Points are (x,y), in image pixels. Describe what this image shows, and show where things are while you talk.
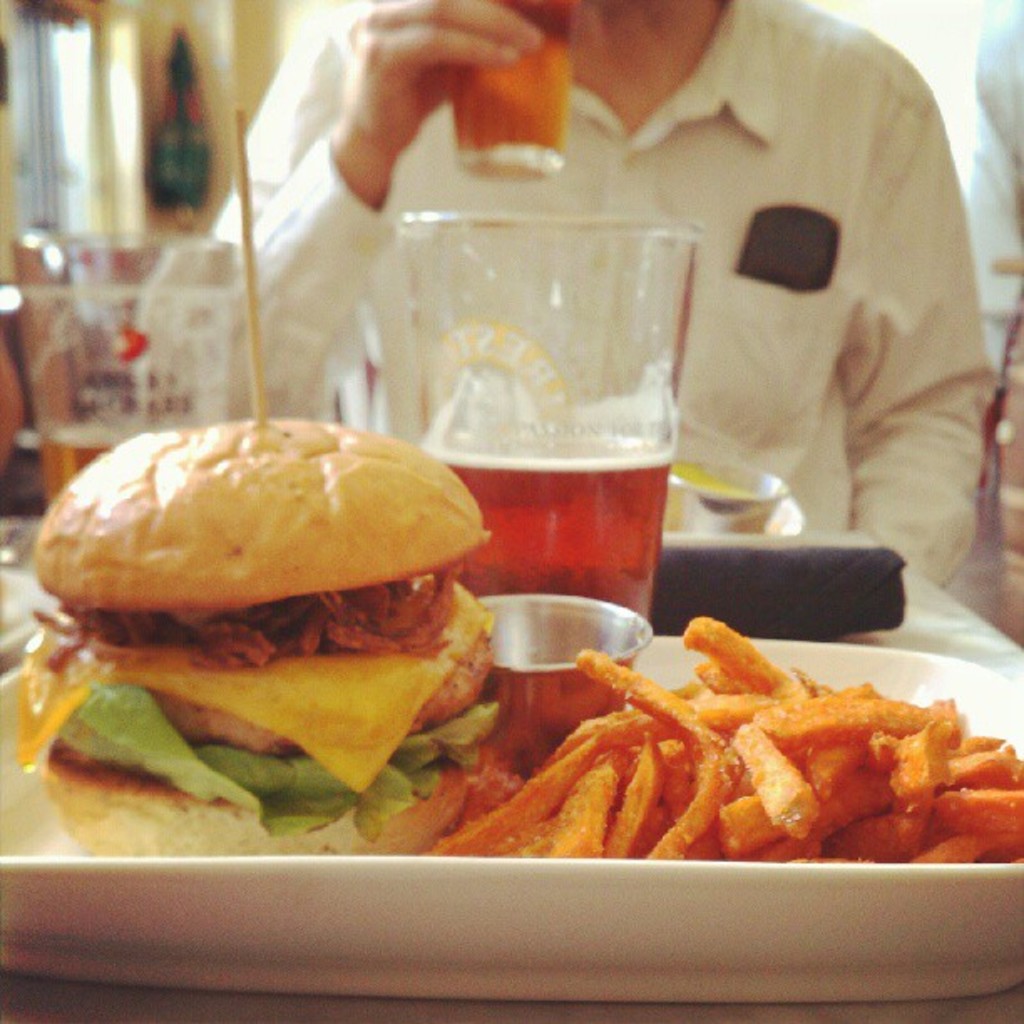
In this image, we can see people (777,138) and one of them is holding a glass (481,106) with drink (473,103) and we can see a chair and there are food items (409,714) on the plate (654,871), a glass (644,554) with drink (620,474) and some other objects (789,507) on the table (158,998). In the background (130,64), there is a wall (266,35).
